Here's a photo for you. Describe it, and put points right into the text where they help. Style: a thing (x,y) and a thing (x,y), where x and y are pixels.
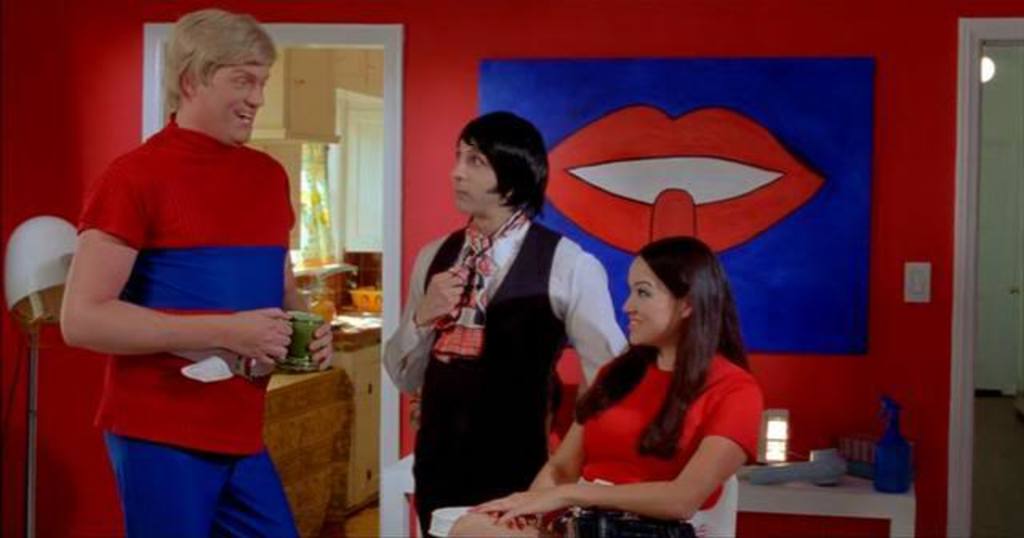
In this image, we can see a woman (682,458) sitting and there are two persons (170,367) standing and we can see the wall (925,34) and there is a photo (551,193) on the wall (496,13) and we can see the door (377,40).
